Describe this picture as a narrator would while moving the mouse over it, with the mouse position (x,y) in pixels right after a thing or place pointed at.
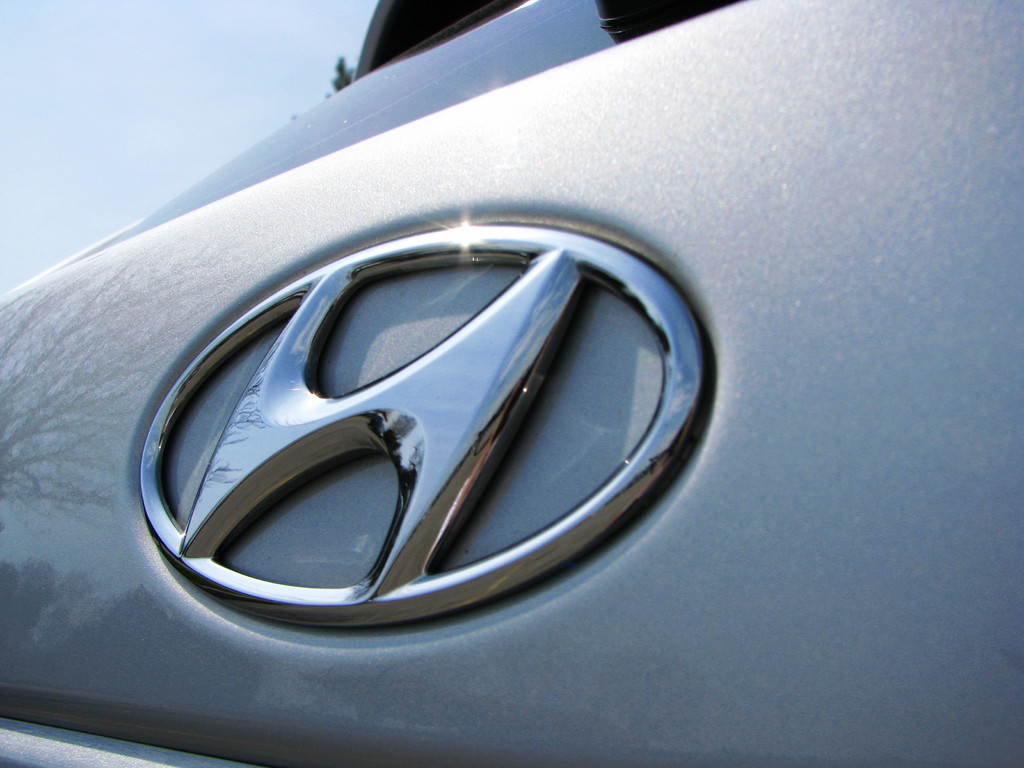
This is a picture of a car (411,356). Sky (6,277) is clear and it is sunny. On the left (90,389) we can see the reflection (65,413) of a tree (44,393) on the car (100,368).
